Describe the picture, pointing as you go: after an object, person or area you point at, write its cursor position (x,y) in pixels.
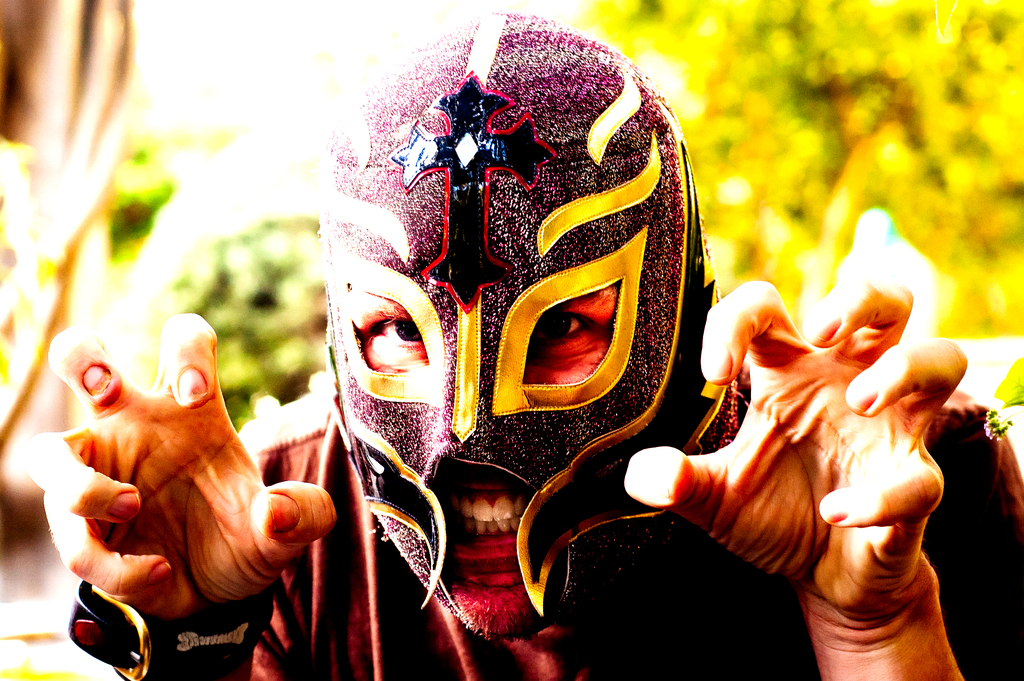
in the given picture i can see a person (618,325) wearing a mask (380,94) and behind a person (532,126) i can see a tree (794,80).
